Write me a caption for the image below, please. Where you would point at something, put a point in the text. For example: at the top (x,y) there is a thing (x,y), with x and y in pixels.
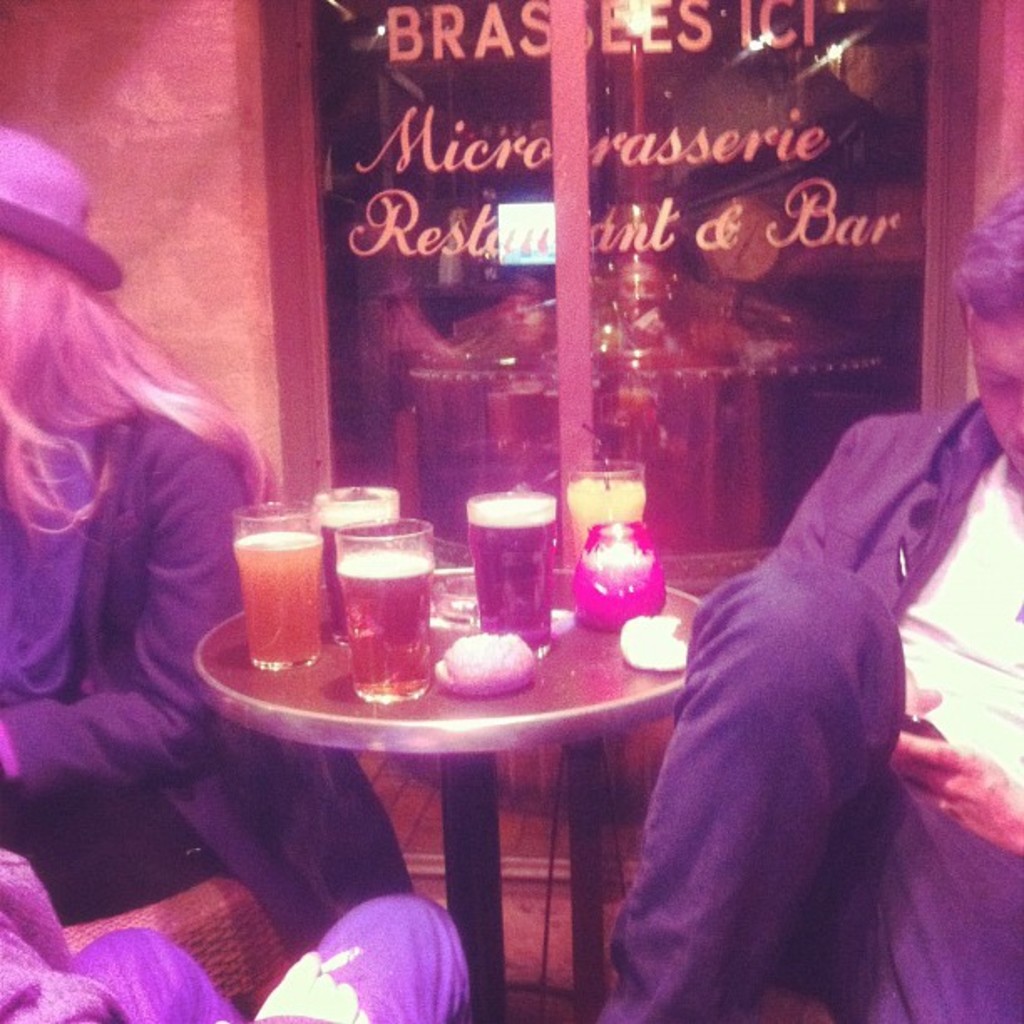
on a table (473,726) there are candle (598,598) and glasses (370,577) of drinks (407,598). 3 people (831,496) are seated on the chairs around the table (477,695). behind them there is a door (662,118) on which restaurant and bar is written.
